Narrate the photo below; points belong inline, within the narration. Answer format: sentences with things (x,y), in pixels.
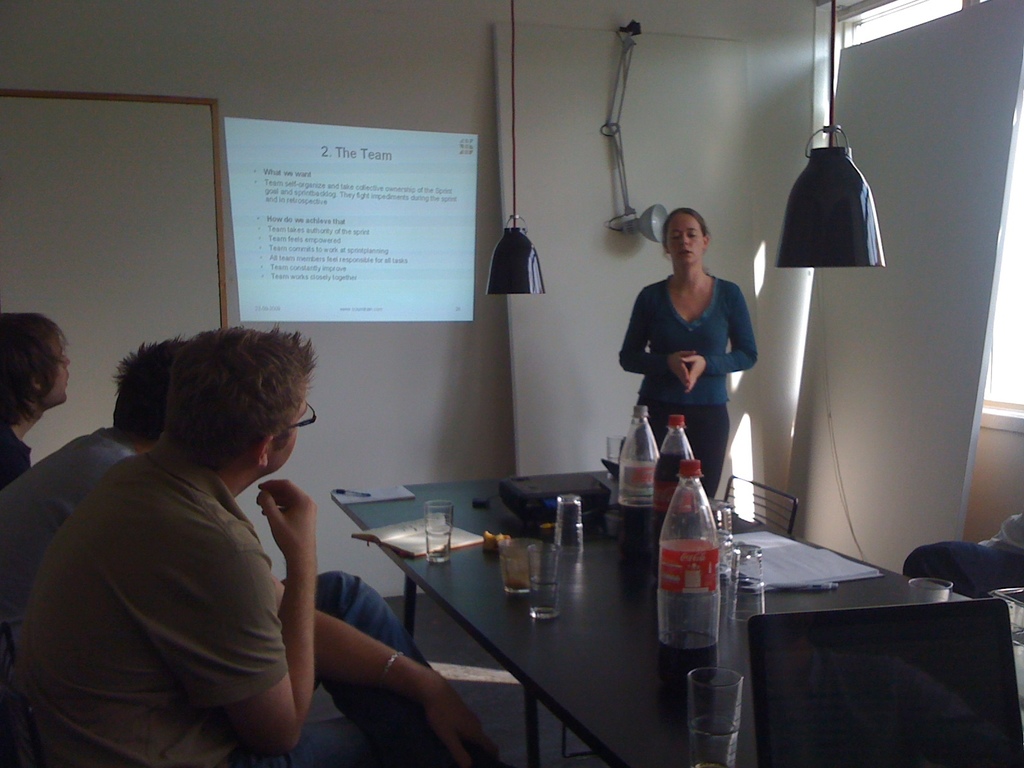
In this image there is a woman (706,398) standing and in table (825,597) there are bottle (693,562), glass (761,555), book (790,551), pen (811,583), chair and in foreground (84,756) there are group of persons (31,551) sitting, in background (417,33) screen (471,159), lamp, wall (512,319).
